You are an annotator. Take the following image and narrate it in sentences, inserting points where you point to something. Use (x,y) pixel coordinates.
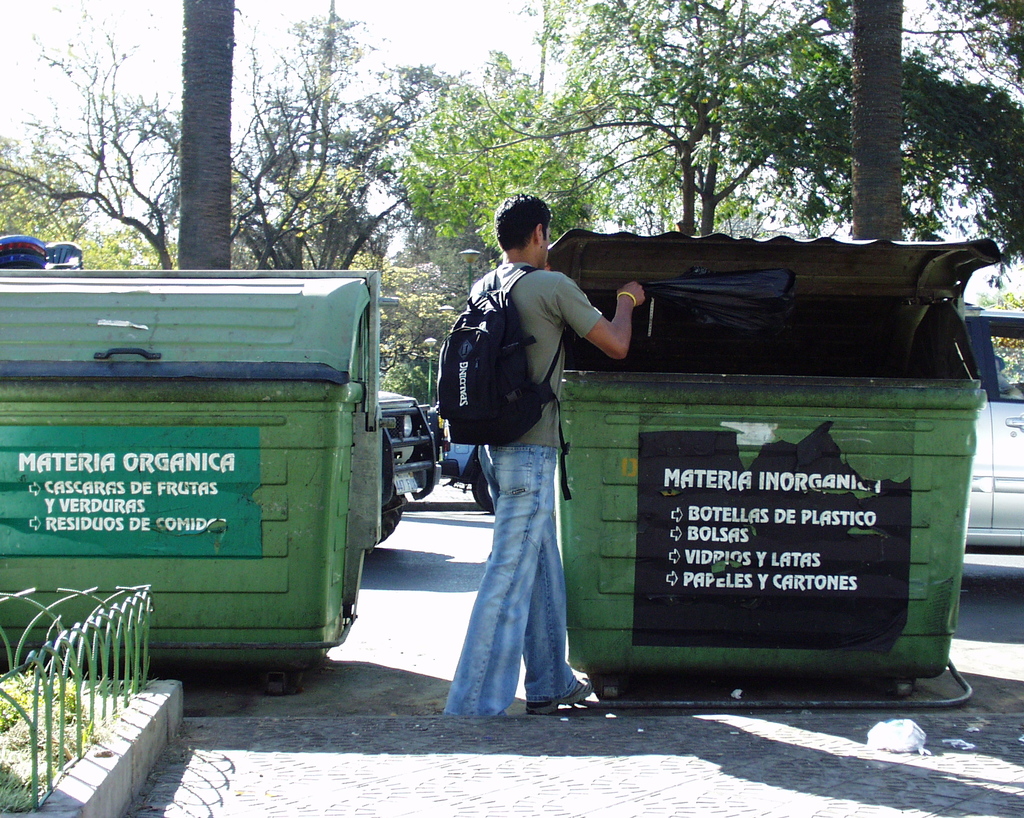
In this picture we can see dustbins (948,437), vehicles (457,473), plastic covers (713,301), fence (71,598), grass (7,743), light poles (470,263), trees (851,122) and a man (559,311) carrying a bag (439,392) and standing on the road (451,587) and in the background (5,66) we can see the sky (439,73).
